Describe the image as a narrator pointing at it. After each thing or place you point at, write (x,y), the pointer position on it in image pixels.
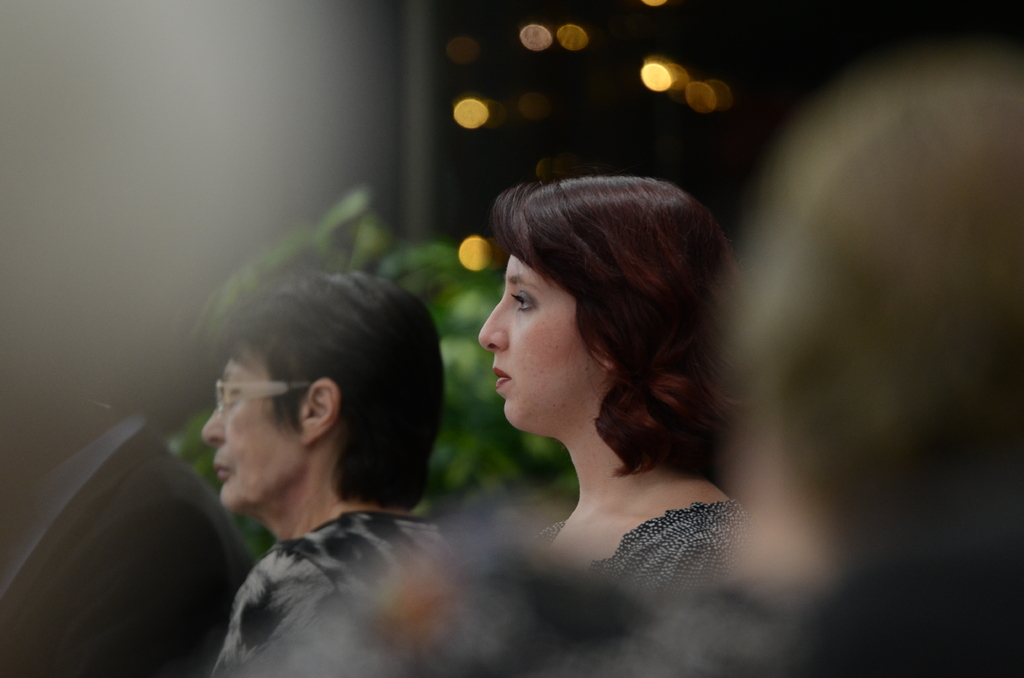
In this image we can see people (431,326). In the background of the image (424,282) there are plants (456,260) and lights (528,37).
